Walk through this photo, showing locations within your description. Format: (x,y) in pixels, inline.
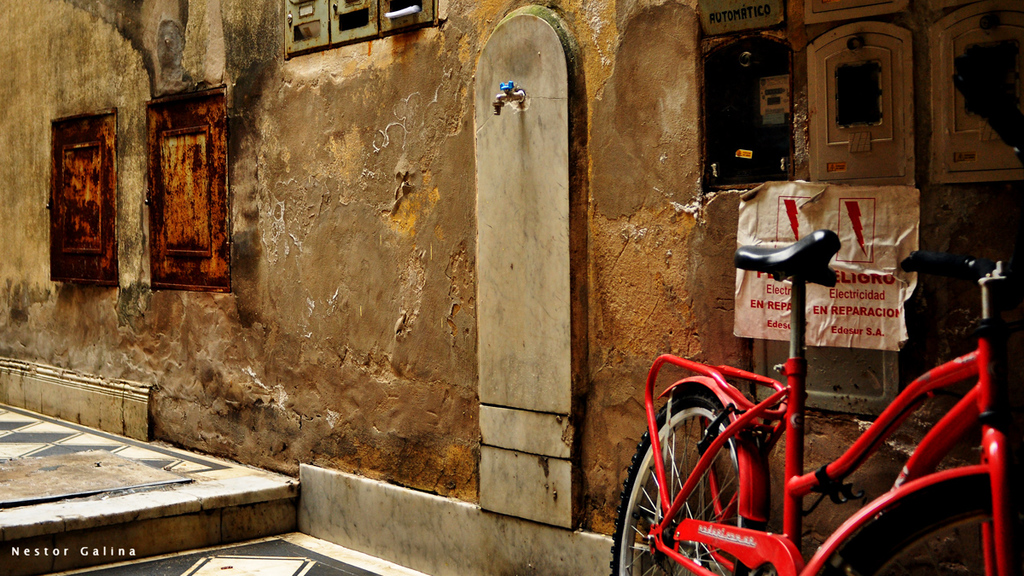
In this image, there is a cycle (690,495) beside the wall (554,116). There is a tap (518,94) at the top of the image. There are some panels (783,79) in the top right of the image (761,137).
